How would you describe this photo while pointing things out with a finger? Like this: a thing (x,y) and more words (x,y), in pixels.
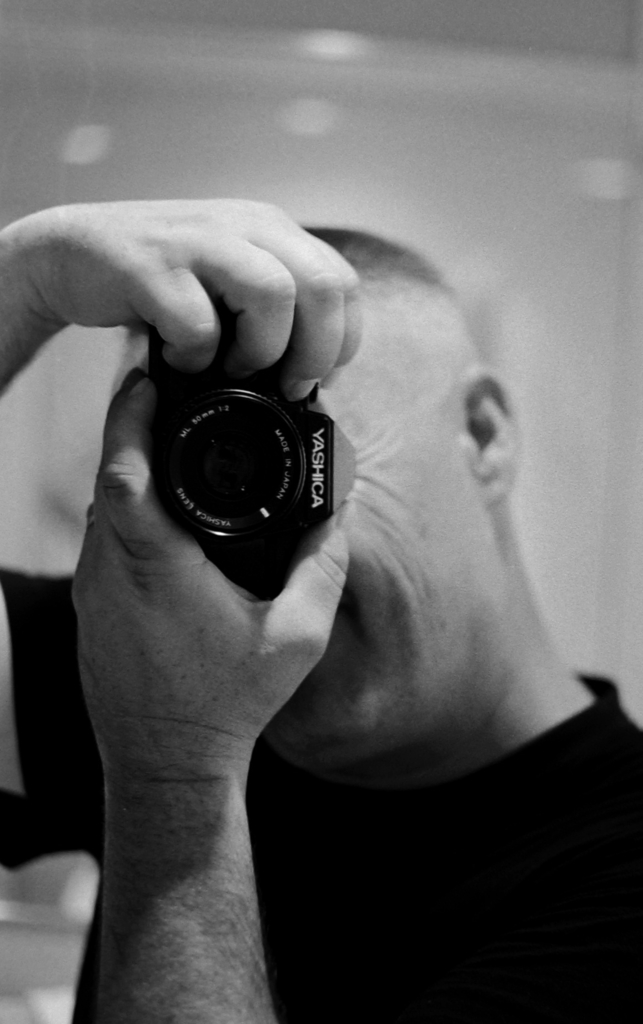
In the middle of the image (411,445) a man (466,376) is standing and holding a camera (264,532) in his hands (295,360). Behind him there is a wall (372,167).
